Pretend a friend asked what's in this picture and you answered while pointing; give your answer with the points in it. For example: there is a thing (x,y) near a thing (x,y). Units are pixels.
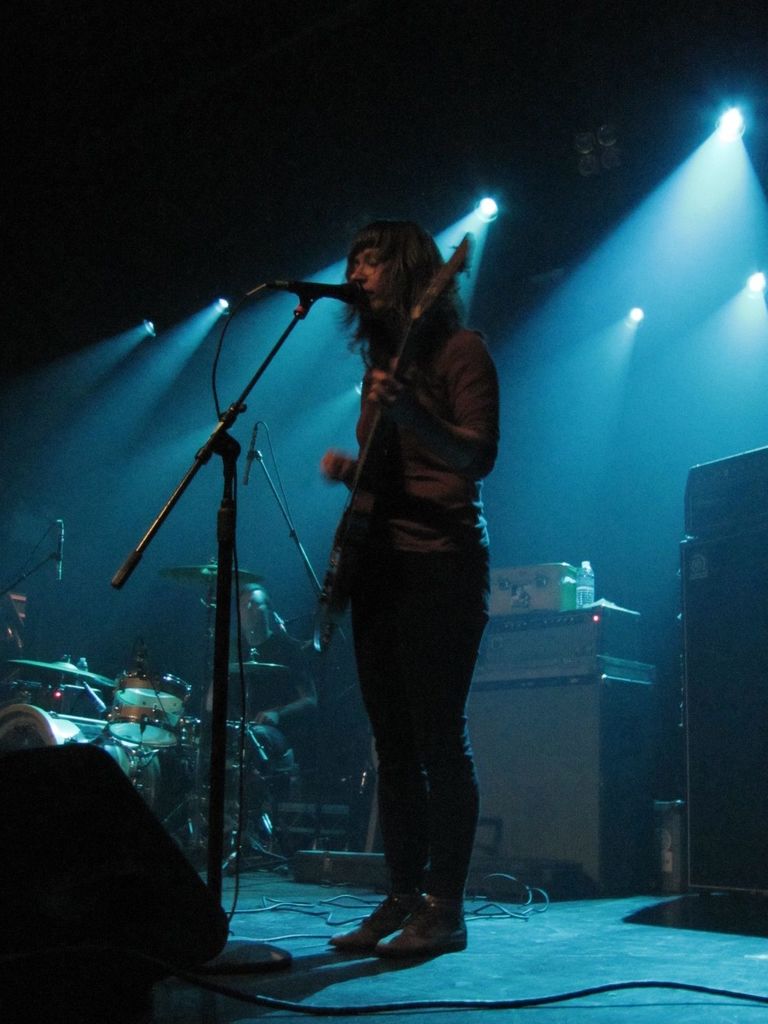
In this image i can see a woman (435,500) is standing and playing a guitar (394,366) in front of a microphone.
